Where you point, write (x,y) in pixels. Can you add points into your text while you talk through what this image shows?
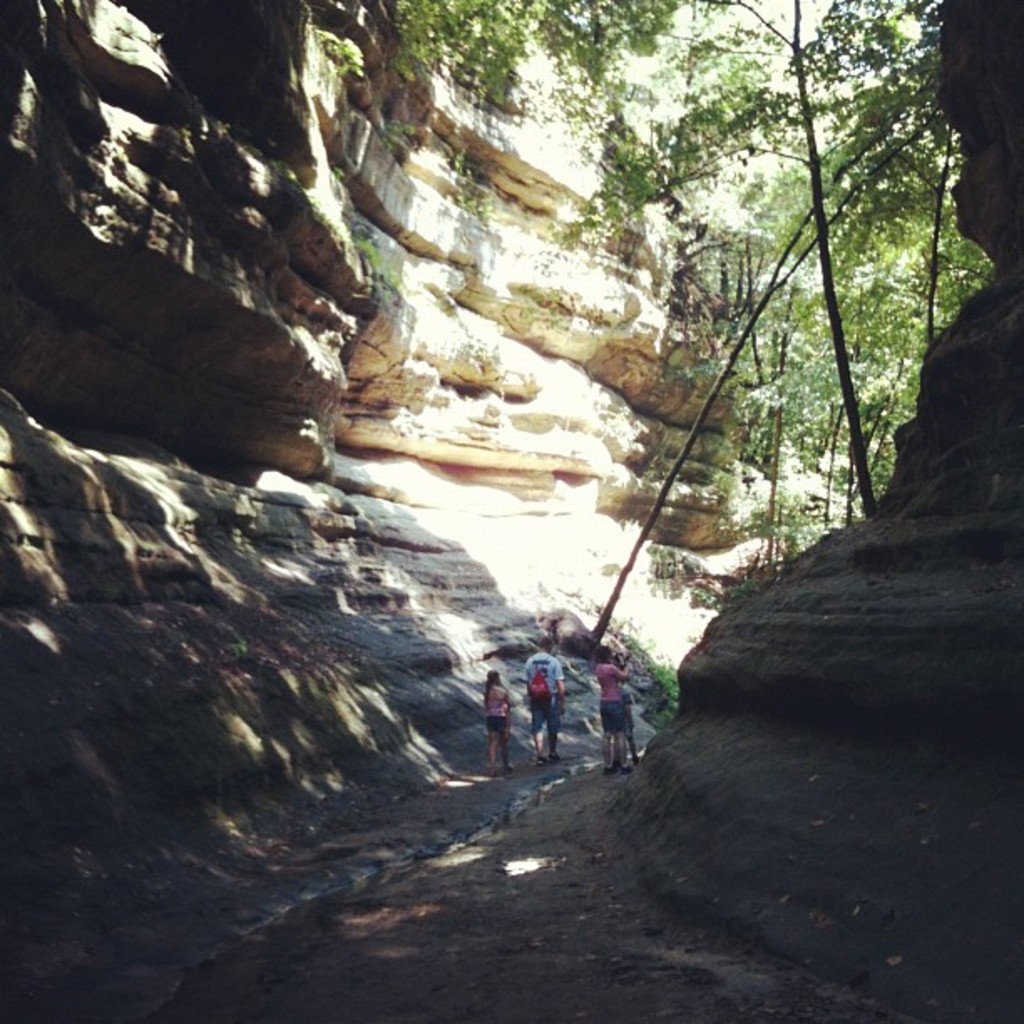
In this image in the center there are some people (630,704) who are walking, and on the right side (891,724) and left side (314,357) there is a cave (415,635) and in the background (715,126) there are some trees (847,475). At the bottom (499,883) there is a walkway (616,917).
